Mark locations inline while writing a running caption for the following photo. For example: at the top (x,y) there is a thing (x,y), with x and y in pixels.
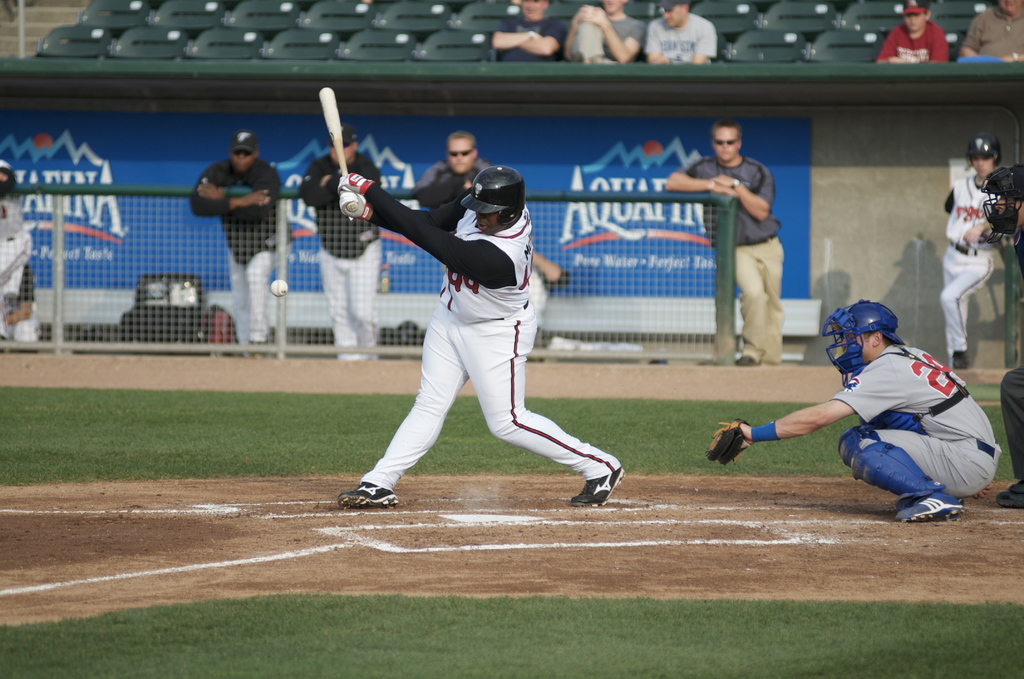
In this picture there is a man (434,356) holding a bat (339,142) and wore helmet (496,178) and gloves (355,180), behind him there are two persons (828,413) wore helmets (829,326) and we can see grass (203,633) and ground (271,382). In the background of the image (330,226) there are audience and we can see wall (871,132), chairs (813,43), hoarding (165,234) and objects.
